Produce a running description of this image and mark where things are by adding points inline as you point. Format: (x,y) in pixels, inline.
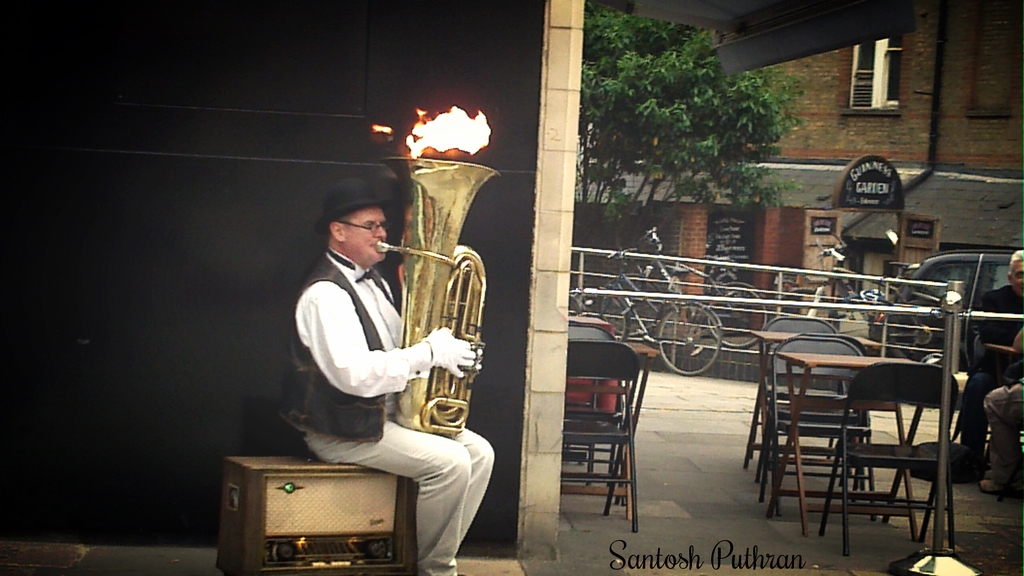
The picture is taken outside of the building (507,306) on the left corner of the picture (338,428) there is one person (392,451) sitting on the recorder (384,518) he is in the white shirt (365,379) playing some musical instrument (460,328), on the right corner of the picture (973,409) two people (979,388) are sitting on the chairs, there are chairs (840,397) and tables (761,377) behind them there are bicycles (708,280) and one building (838,231) and tree (675,132), there is one sign board (885,193). The person (321,309) on the left corner (325,316) is wearing hat (342,199) and gloves (467,359).
